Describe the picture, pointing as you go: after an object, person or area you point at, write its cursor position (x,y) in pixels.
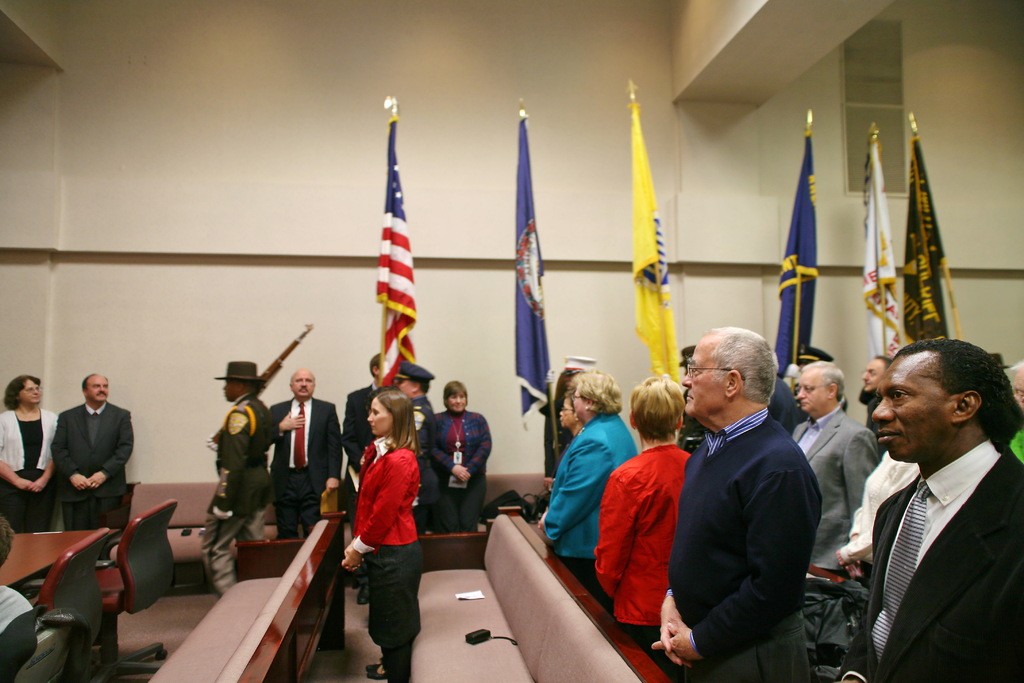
This image is clicked in a meeting room (248,220). There are many people (807,536) in this image. To the right (923,607), there a man (887,574) wearing a blue tie (901,548) and a black suit (915,591). In the front (304,577), there are two benches (311,628). To the left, there are chairs (69,566). In the background (295,153) there is a wall (715,179) in white color and there are six flags (386,237) in this room (672,300).
